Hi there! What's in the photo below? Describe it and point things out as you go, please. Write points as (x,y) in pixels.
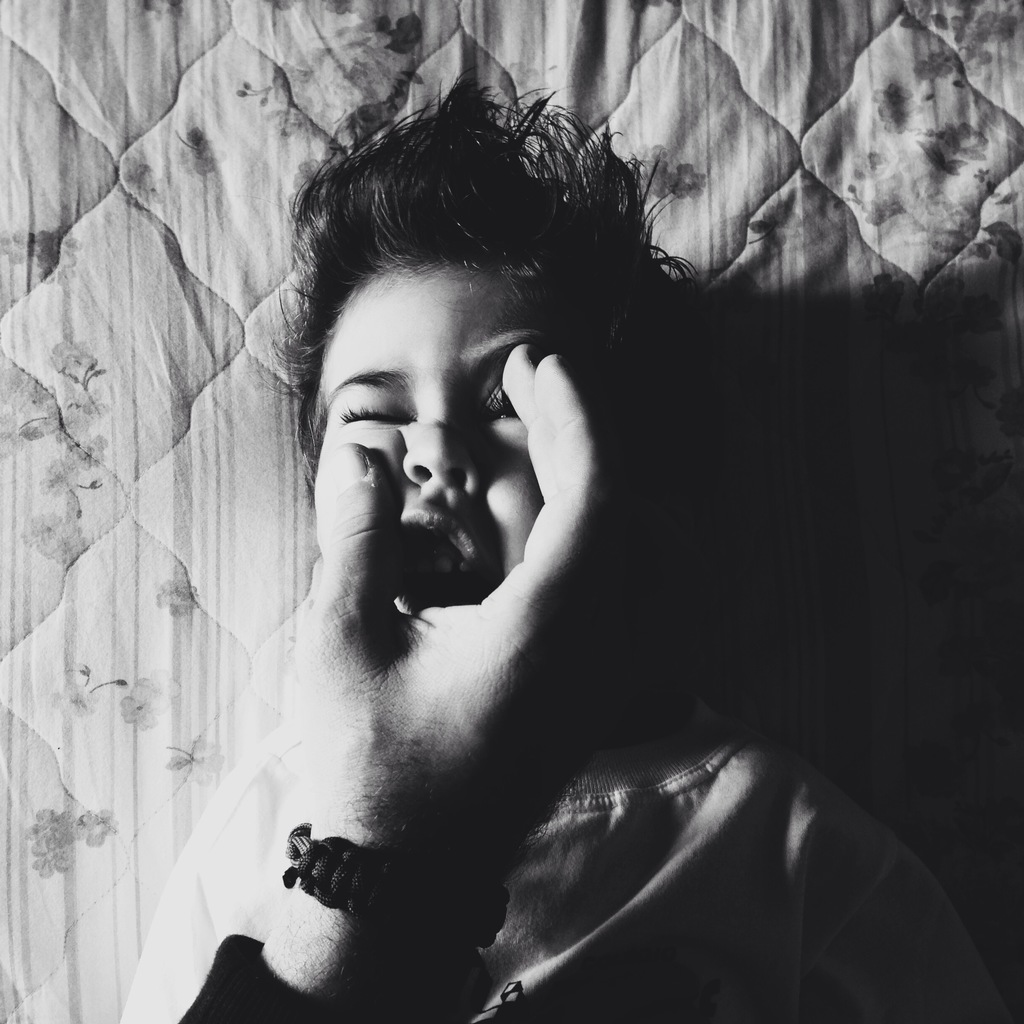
In this picture we can see a baby (453,473) is laying and we can see a person hand (431,668), it is a black and white photography.
